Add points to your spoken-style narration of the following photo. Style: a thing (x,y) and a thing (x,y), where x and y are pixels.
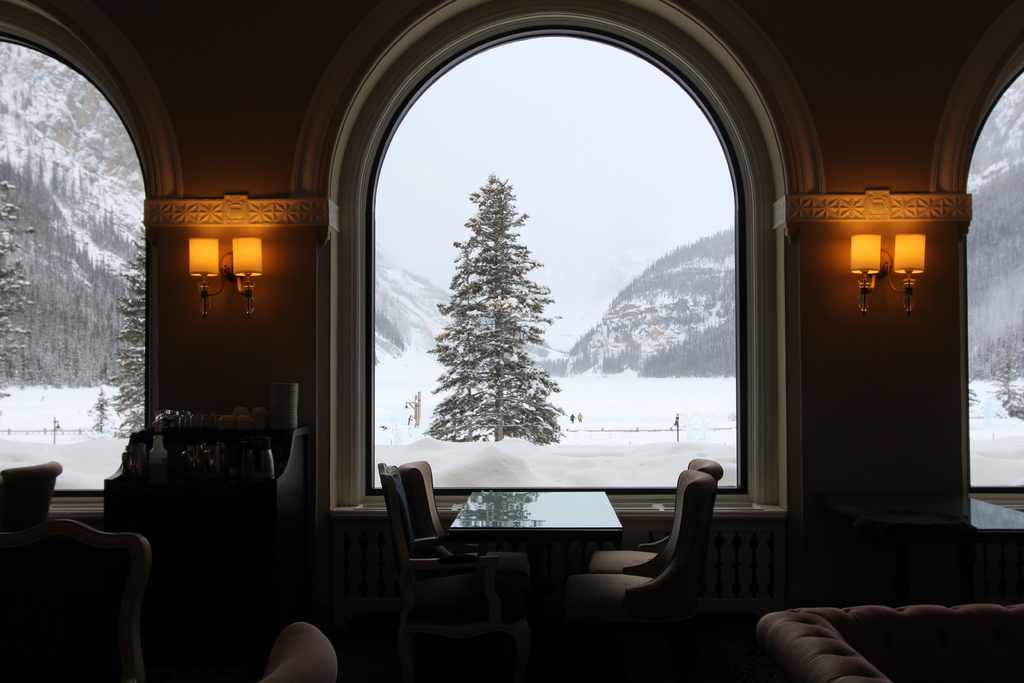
In this picture there are lamps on the right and left side of the image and there are glass windows (695,358) in the image and there is sofa (859,642) at the bottom side of the image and there is a table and chairs (685,481) in the center of the image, there are trees (136,389) which are covered with snow (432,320) outside the windows (530,316).
